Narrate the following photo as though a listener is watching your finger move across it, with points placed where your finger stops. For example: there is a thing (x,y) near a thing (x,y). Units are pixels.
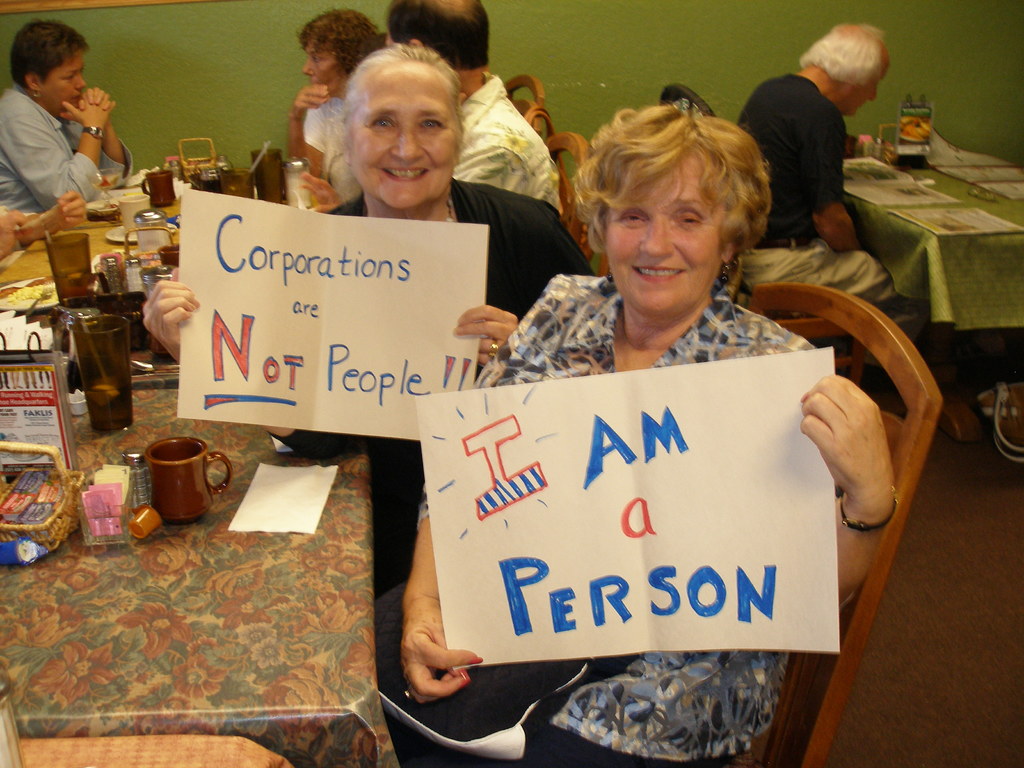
This picture is taken inside a restaurant (944,590). There are people (416,557) sitting on the chairs (911,439) at the tables (281,610). On the table (232,614) that is at the below left corner (165,481) there are baskets (28,455), holders (32,431), paper (253,488), glass (127,390) and cup (172,468). On the table (150,340) that is at the above left corner (158,224) there are cans (140,213), plates (105,211), bowls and spoons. The women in the center (444,262) are holding placards (454,264) with some text (333,346) written on it and smiling. There is a handbag (994,415) at the right corner of the image (982,409). In the background (646,42) there is wall (672,69).
